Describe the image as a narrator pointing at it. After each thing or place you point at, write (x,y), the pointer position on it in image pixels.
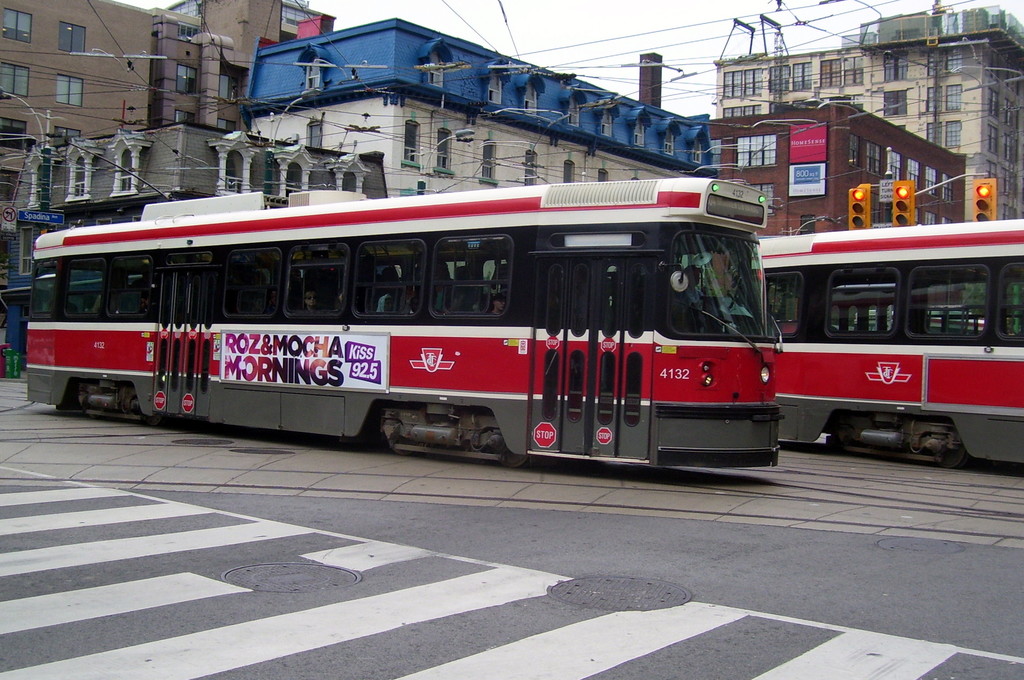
In this image in the front (290,542) there is zebra crossing (442,608) on the road (599,642) and in the center (507,362) there are trams (605,370) going on the road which are red and white in colour and there is some text (276,370) written on the tram (261,356) which is in the center (410,327). In the background (357,113) there are buildings (738,132) and there are wires (542,74) and the sky (583,23) is cloudy.
